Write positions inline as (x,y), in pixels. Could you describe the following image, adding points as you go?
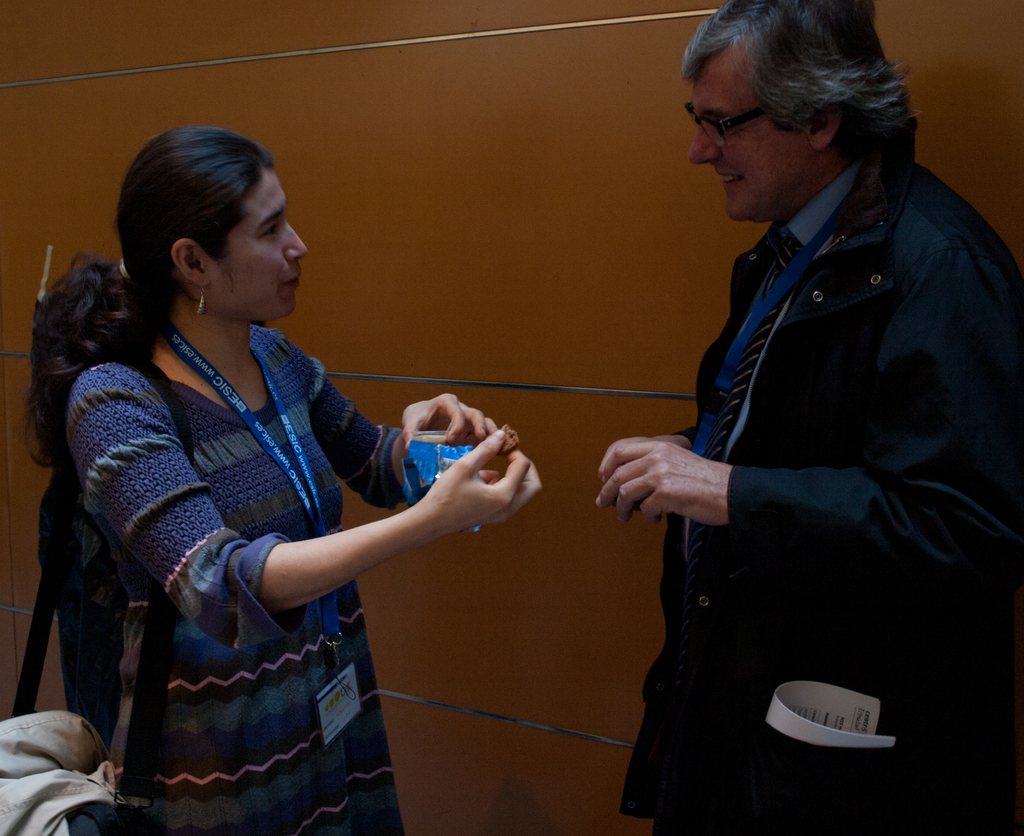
In this image on the right (751,466) there is a man (869,392), he wears a jacket (858,347), shirt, tie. On the left (202,523) there is a woman (243,531), she wears a dress (270,535), tag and handbag (172,614). In the background (399,759) there is a wall (446,162).
